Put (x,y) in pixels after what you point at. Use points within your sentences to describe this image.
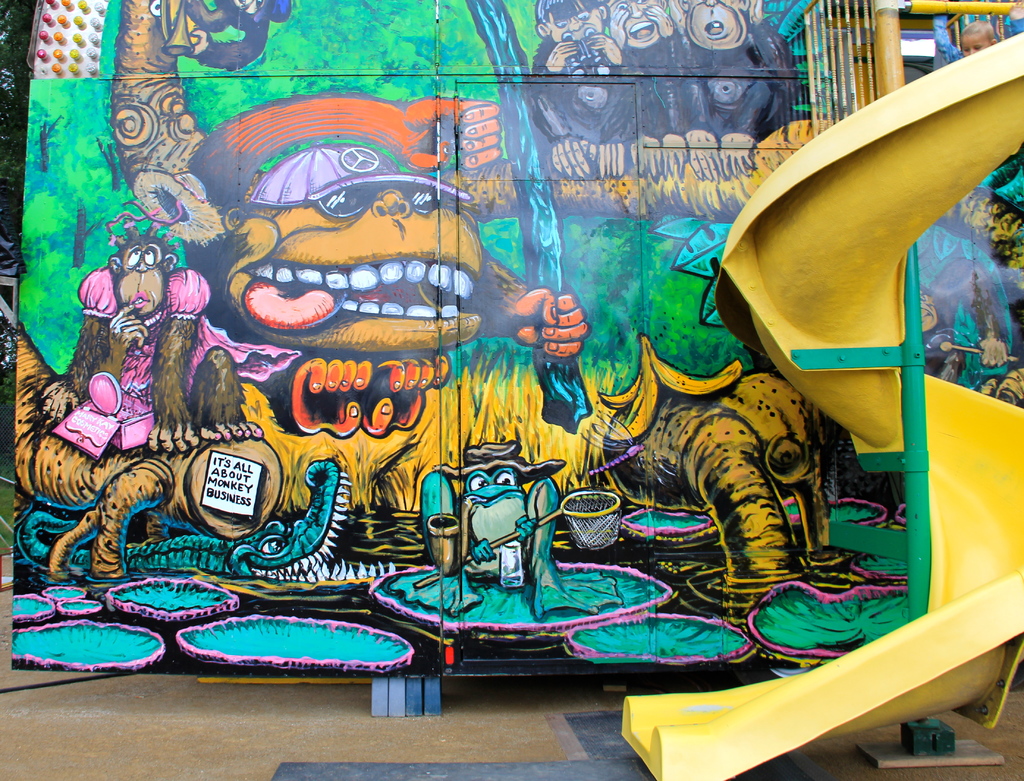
In this image we can see the painting (493,225) of few animals (480,263), trees (300,83) and few objects (646,344). There is a slide (945,192) in the image. There are few trees (15,44) at the left side of the image (6,121).
